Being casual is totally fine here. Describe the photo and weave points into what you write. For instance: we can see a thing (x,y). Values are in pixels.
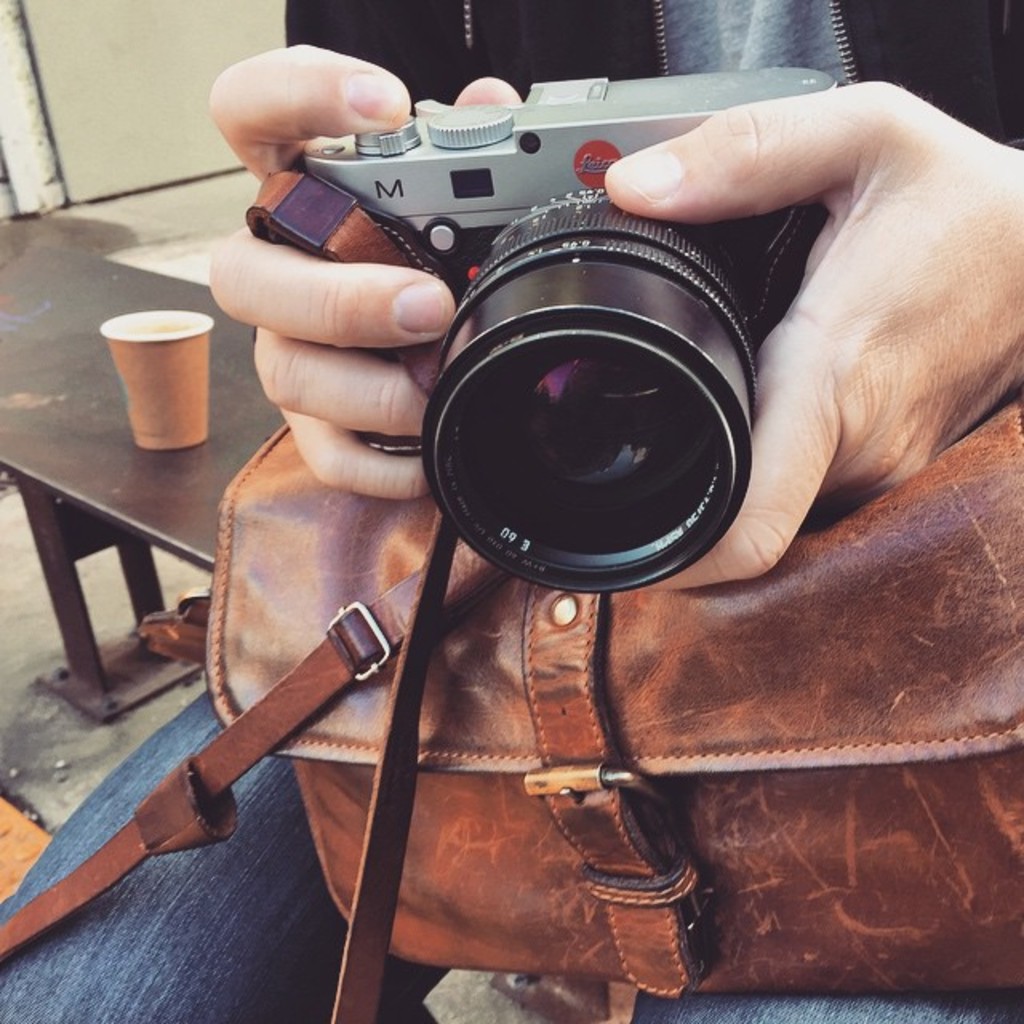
There is a person (428,70) in the center of the image (516,475) holding a camera (519,402) in his hands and there is a bag (506,726) on his laps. There is a glass (145,445) on a bench (221,396) in the background area (172,421).
